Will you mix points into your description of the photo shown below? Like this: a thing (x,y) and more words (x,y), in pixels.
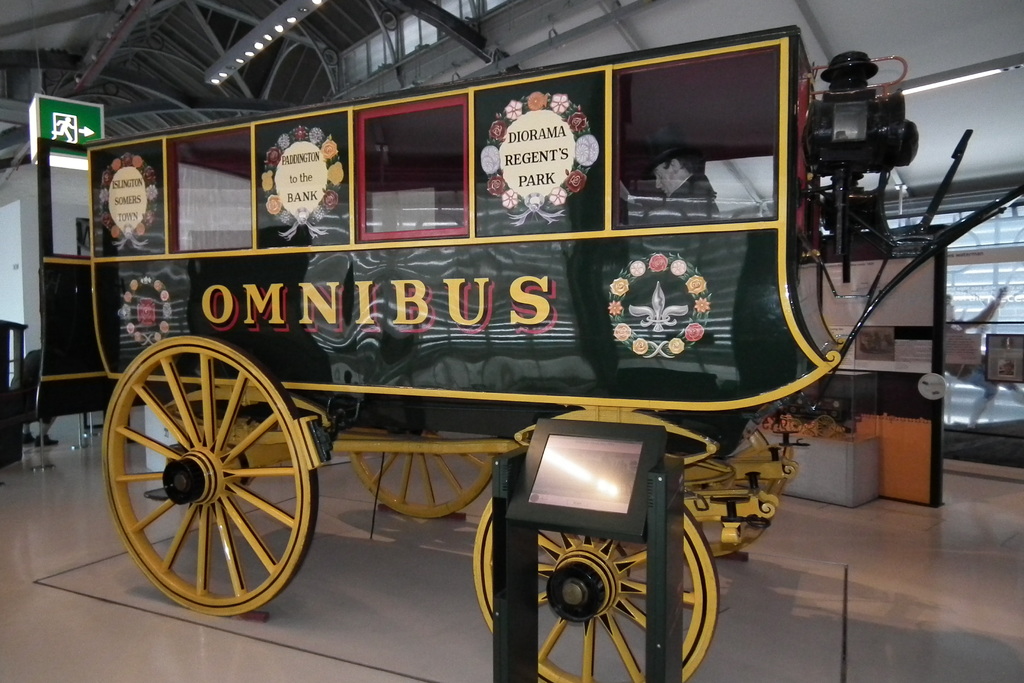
In the center of the image (455,351) there is a vehicle (192,429). At the bottom (556,477) we can see a monitor (530,492). In the background (595,46) there are iron bars (327,44), sign board (40,111) and wall (951,129).
